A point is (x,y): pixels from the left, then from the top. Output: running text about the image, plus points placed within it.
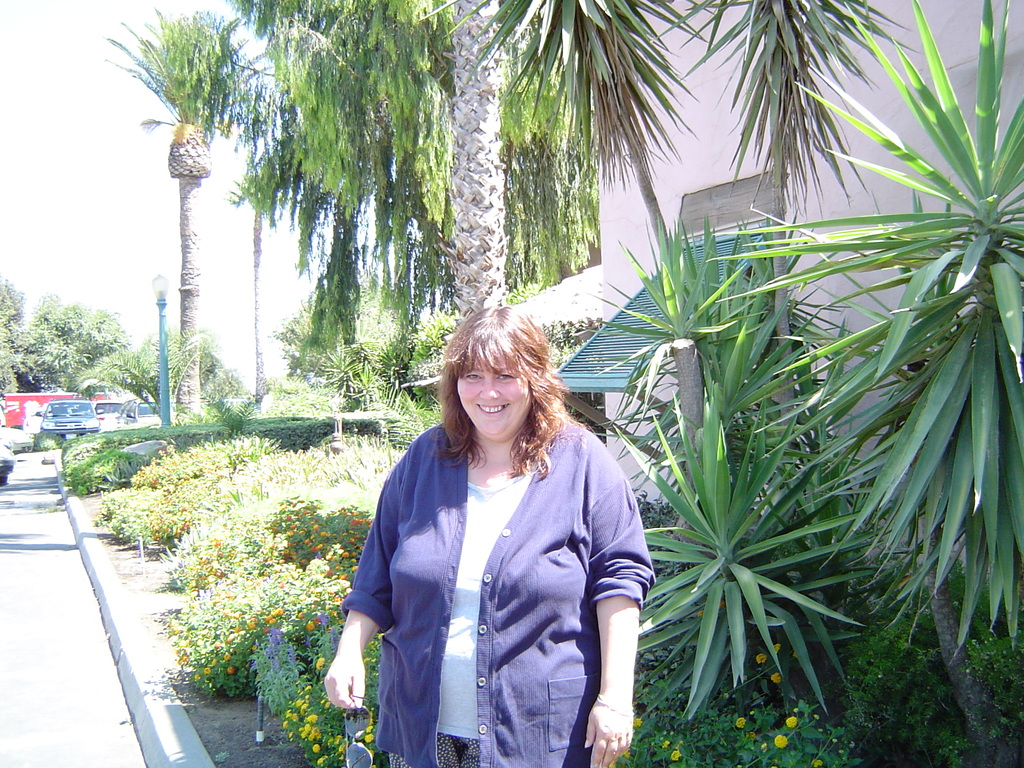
In this picture we can see a woman (479,718) standing in front of a tree (496,200) and smiling at someone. In the background (260,312) we can see a garden (216,434) and vehicles (116,412).
